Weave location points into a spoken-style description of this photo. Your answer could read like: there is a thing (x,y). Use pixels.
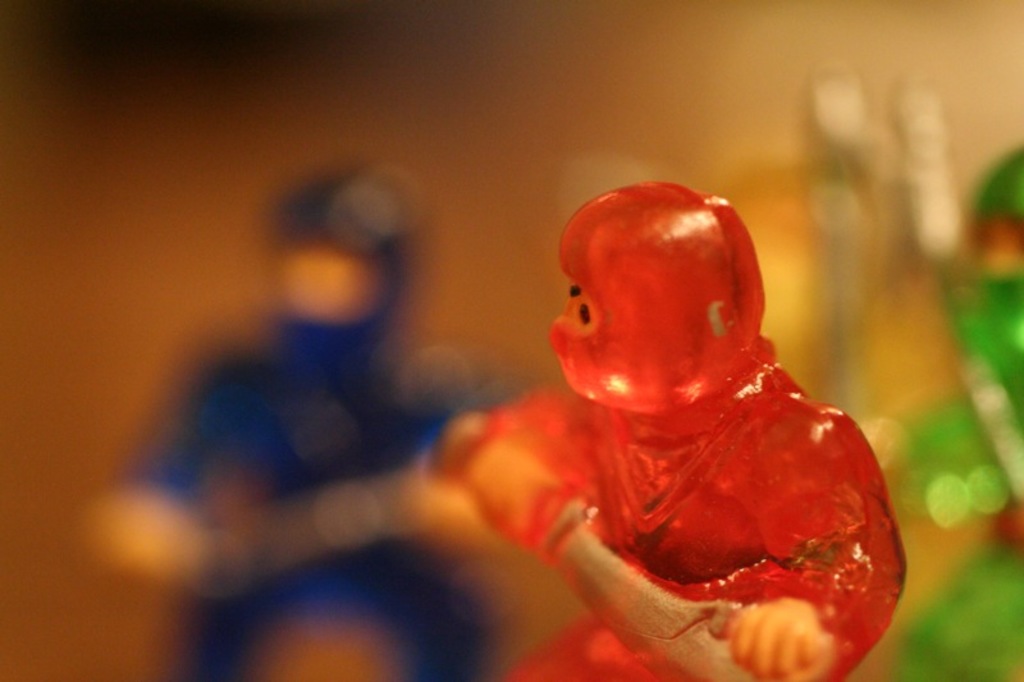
In this picture there are toys (693,195) with different colors. At the back (547,302) the image is blurry.
